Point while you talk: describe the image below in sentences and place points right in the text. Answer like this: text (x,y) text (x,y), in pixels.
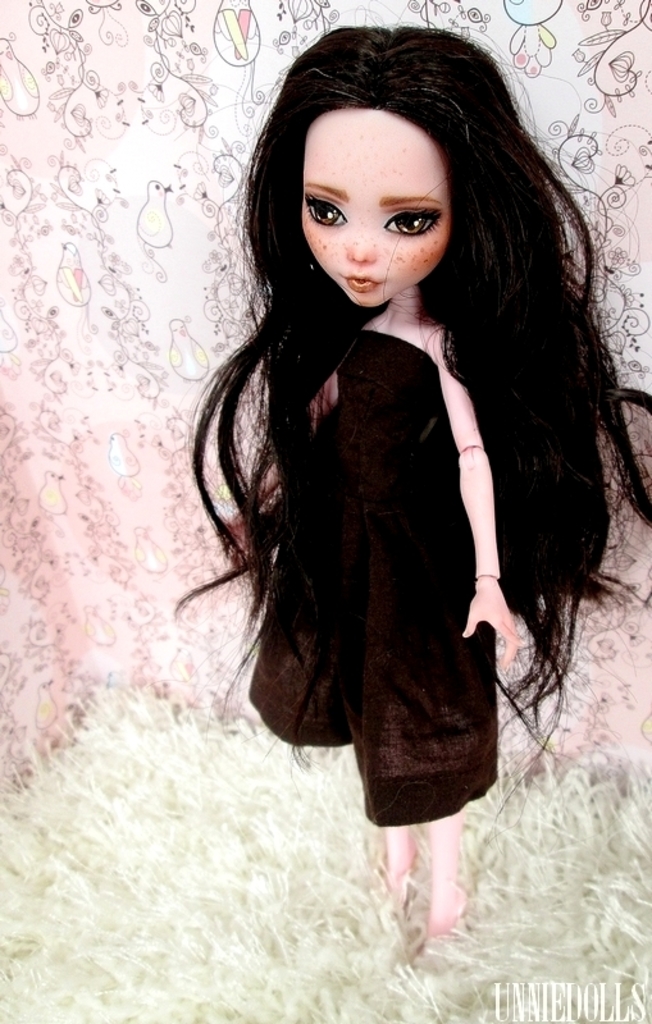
In this picture we can see a doll (361,431) here, there is a cloth (361,431) here, in the background (184,244) we can see wall design (149,117), at the right bottom (638,1004) there is some text (562,1010).
